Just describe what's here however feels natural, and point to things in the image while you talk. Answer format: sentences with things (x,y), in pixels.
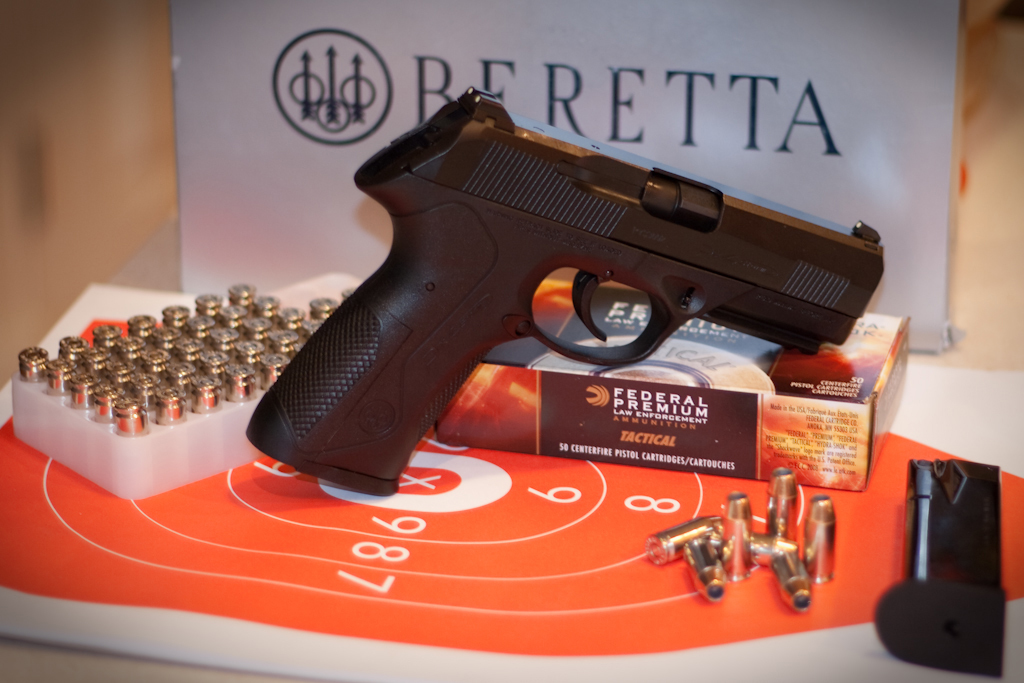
In the foreground (369,445), I can see a board (477,530), bullets (130,409), gun (264,428) and a box (858,487) on a table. In the background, I can see a board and a wall (82,178). This image is taken, maybe in a hall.
